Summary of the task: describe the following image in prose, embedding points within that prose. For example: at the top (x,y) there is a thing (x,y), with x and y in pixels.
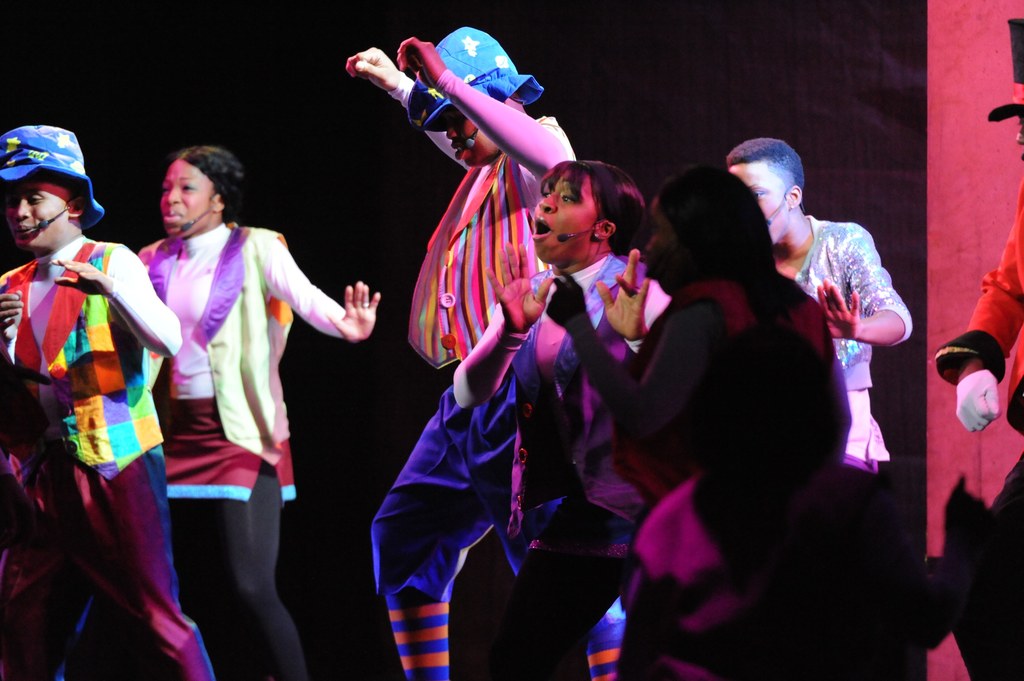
In this image we can see there are people (421,348) dancing and singing and there's the dark background (707,47).
